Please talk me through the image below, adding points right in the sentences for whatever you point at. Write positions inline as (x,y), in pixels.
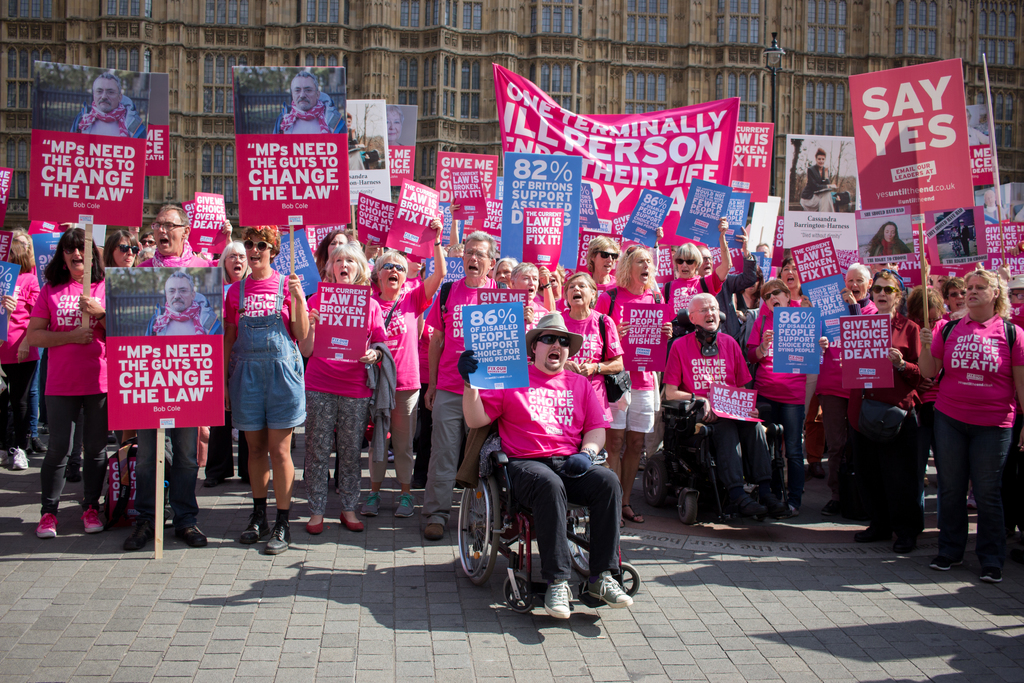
In this image we can see a group of people (418,354) are standing and a few (689,366) are sitting on a wheel chair (780,430) and holding some placards (745,405) and banners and in the background (778,90) there is a building (782,129).
